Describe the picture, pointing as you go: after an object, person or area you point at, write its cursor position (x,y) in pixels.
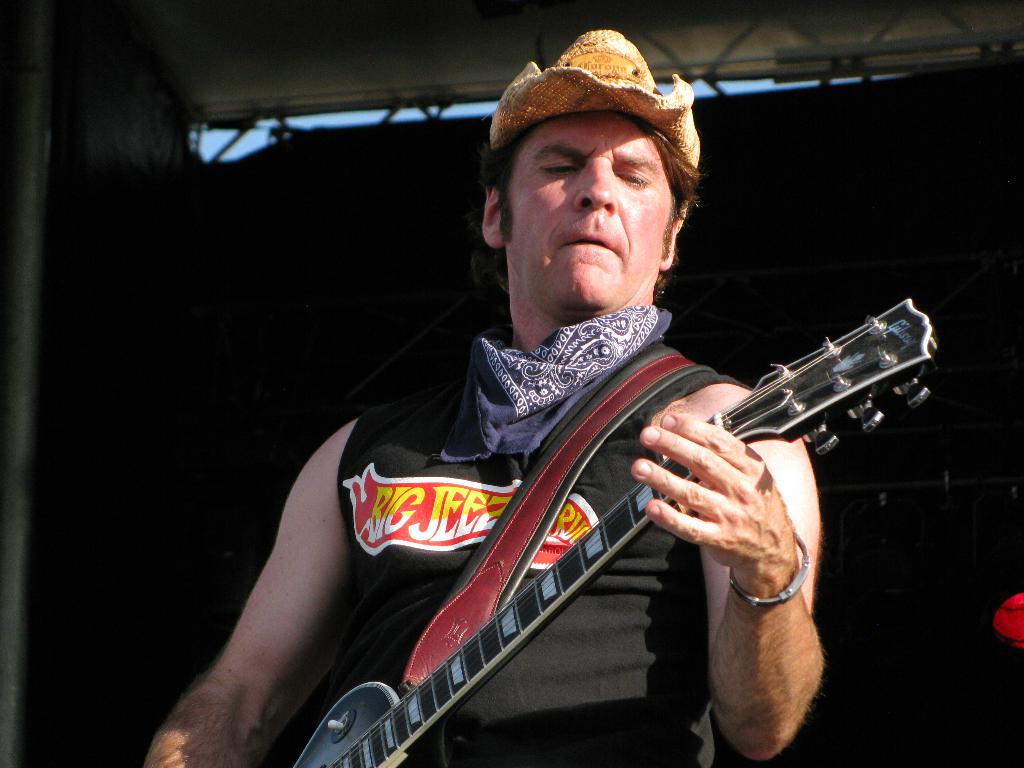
Here we can see a man (609,185) standing, and holding a guitar (549,572) in his hands (689,490).
